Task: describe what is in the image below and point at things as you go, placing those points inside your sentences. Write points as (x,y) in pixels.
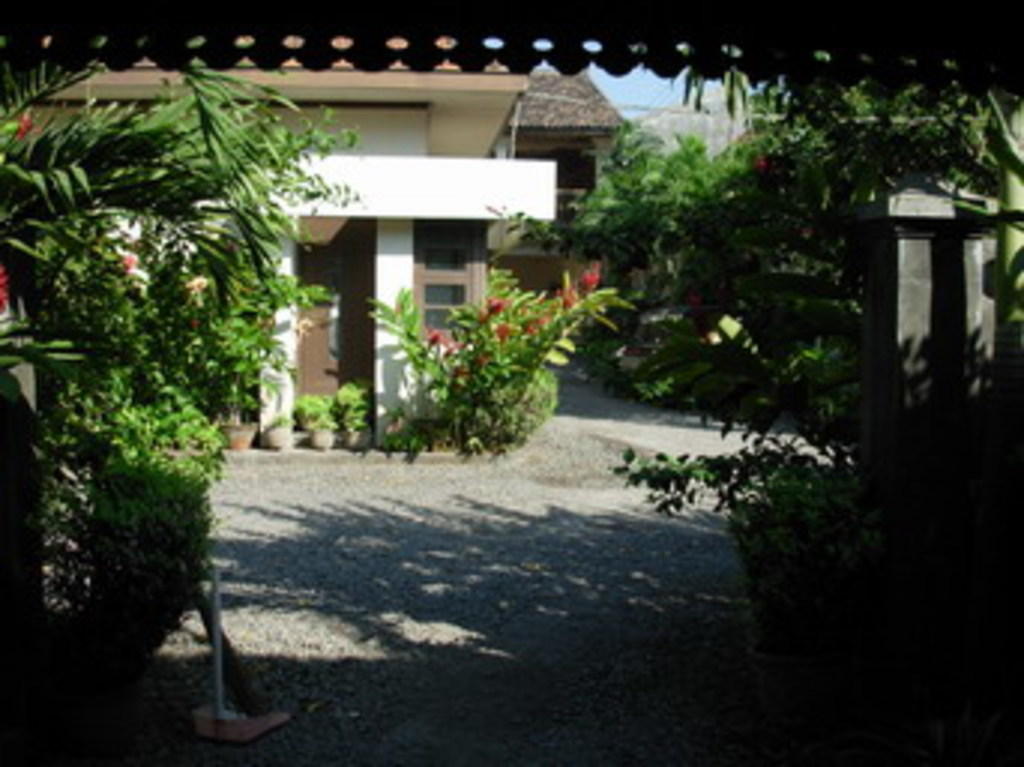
In this picture we can see some plants (88,172) on the left side (102,658). There are few plants (772,279) on the right side (824,311). We can see some flower pots (242,440) on the path (340,464). There is a building (550,128) in the background (288,354).
